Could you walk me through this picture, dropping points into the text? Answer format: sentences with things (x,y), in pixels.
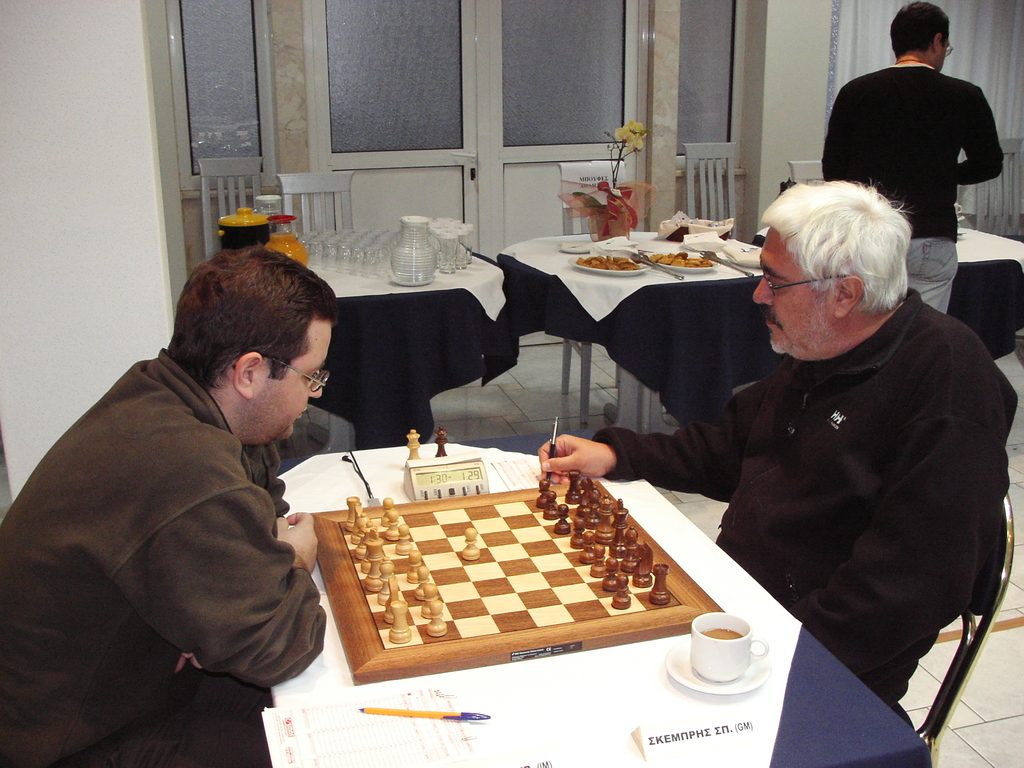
In this image I can see two person (935,490) sitting on the chair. On the table (295,692) there chess board (585,642), cup (724,655), saucers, pen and there is food (616,261).
